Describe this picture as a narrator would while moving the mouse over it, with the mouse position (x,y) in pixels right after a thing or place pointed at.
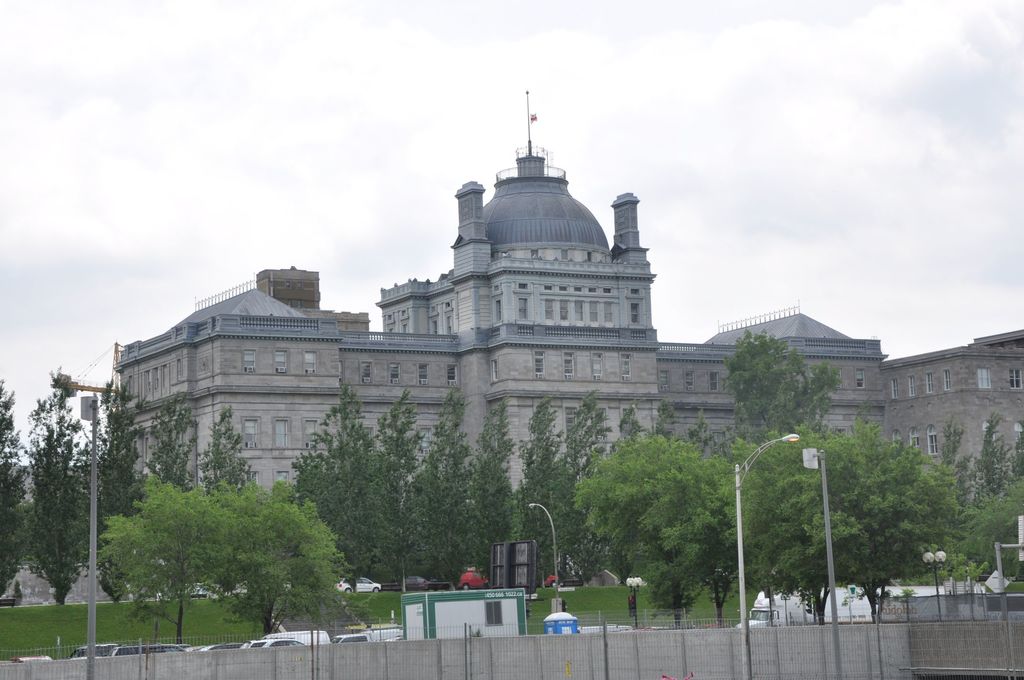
In this image I can see few poles (747,630), few street lights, number of vehicles (581,627), grass ground (208,629), number of trees (793,584) and the wall (597,638) in the front (686,664). I can also see a blue color thing (569,617) in the center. In the background (982,364) I can see a building (900,393), number of windows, clouds (424,190) and the sky (304,184).
